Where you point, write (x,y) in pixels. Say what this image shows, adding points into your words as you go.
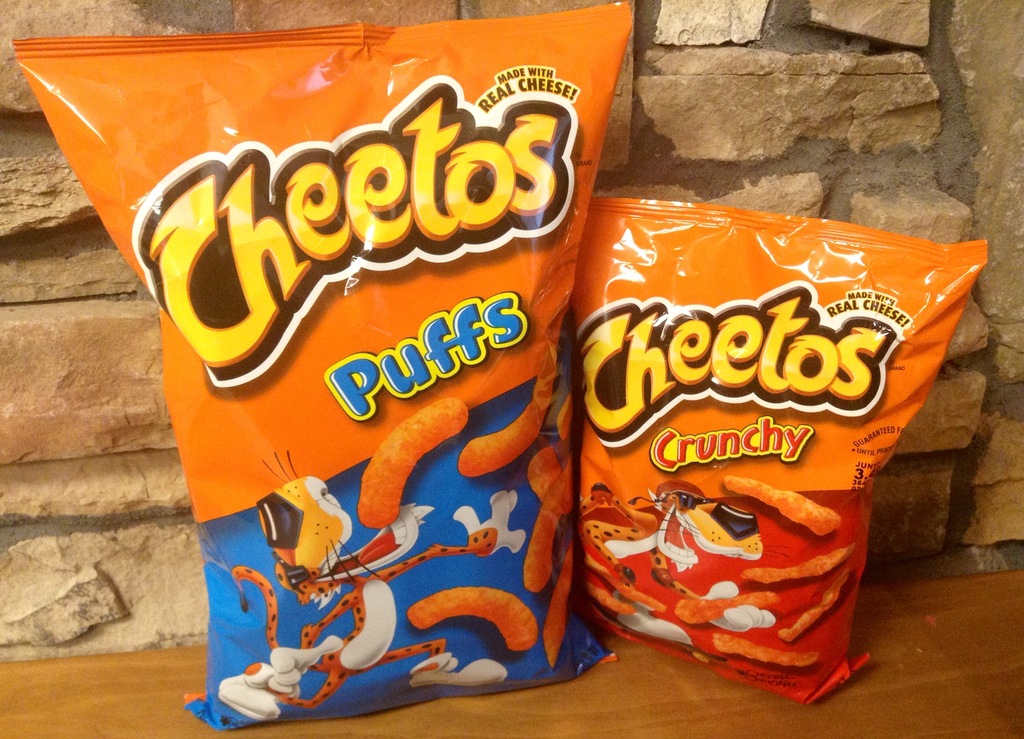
In this image we can see two food packets (708,594) and there are some pictures (379,609) and text (764,381) on the packets (504,531) and these two packets (674,562) are placed on the table (873,681). In the background (980,118), we can see the stone wall (841,158).
